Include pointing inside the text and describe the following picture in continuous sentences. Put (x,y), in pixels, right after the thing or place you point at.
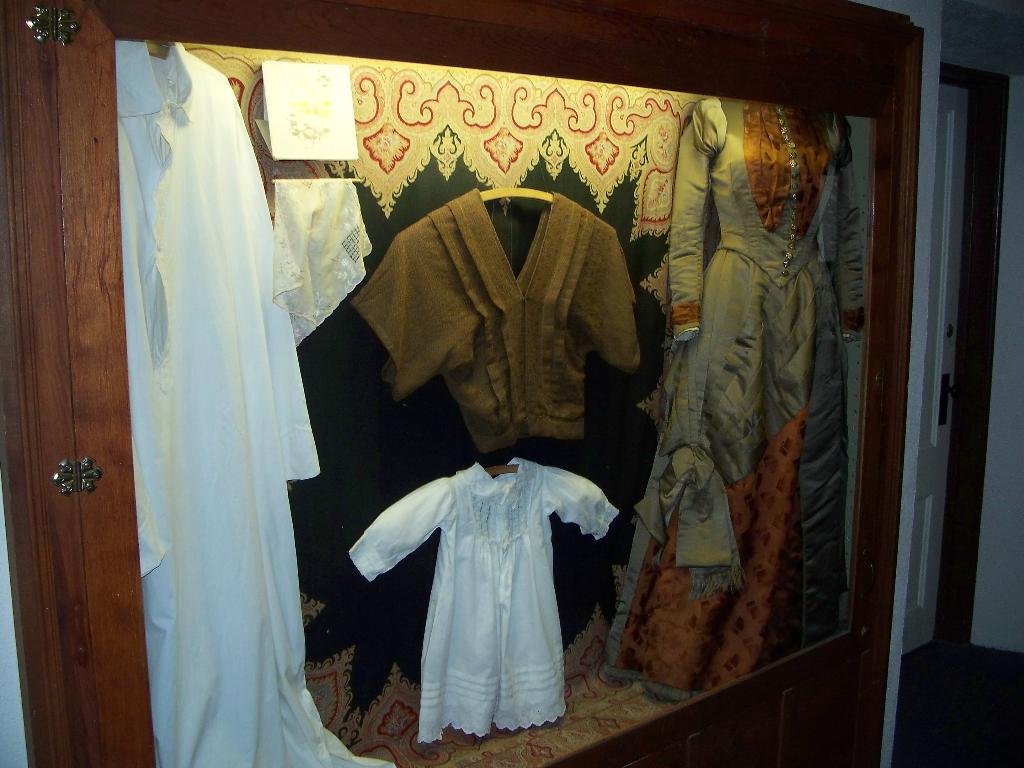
In this image, we can see some clothes (499,486) in a wooden glass object (678,721), we can see a door (937,338) on the right side (955,317).
